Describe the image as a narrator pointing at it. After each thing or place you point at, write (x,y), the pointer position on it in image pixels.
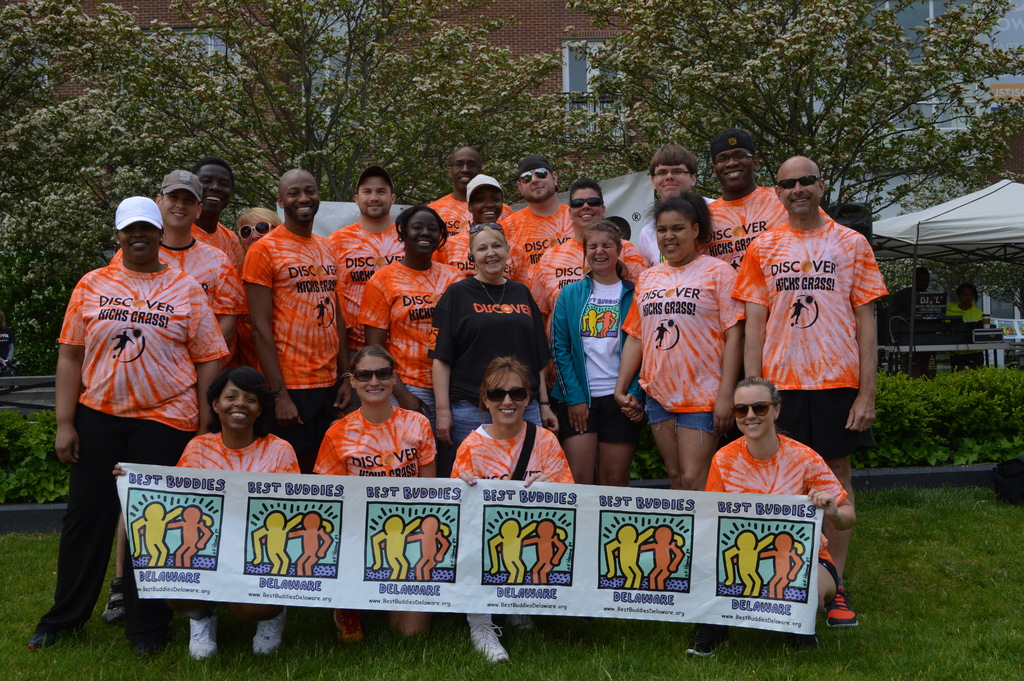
In the background (636,99) we can see trees (958,186). Here we can see people (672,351) holding a banner (399,528). We can see group of people (492,298) standing and all are smiling. Here we can see plants (954,445) and grass (919,529). At the right corner of the image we can see people (927,286). This is a tent (940,253).
